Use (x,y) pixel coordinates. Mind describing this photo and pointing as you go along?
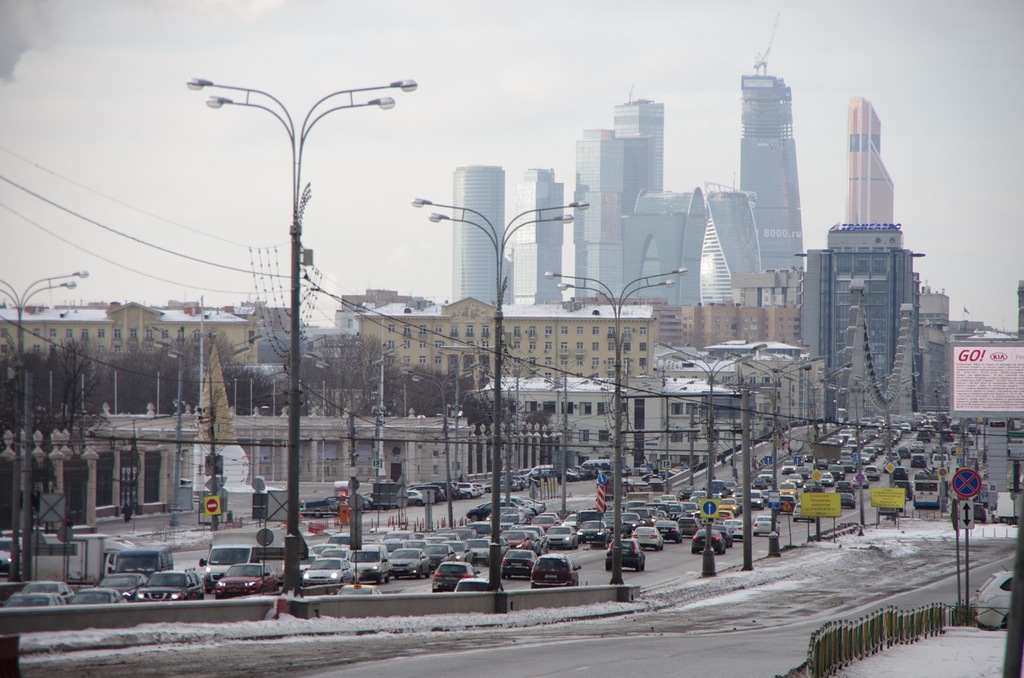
In this image I can see street light pole (14,465) and vehicles (902,481) and road (926,511) and signboard (803,501) and buildings (603,372) and trees (91,372), towers (776,245) visible at the top (420,82) I can see the sky (816,43) and power line cables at the bottom (948,611) I can see fence (928,618).
